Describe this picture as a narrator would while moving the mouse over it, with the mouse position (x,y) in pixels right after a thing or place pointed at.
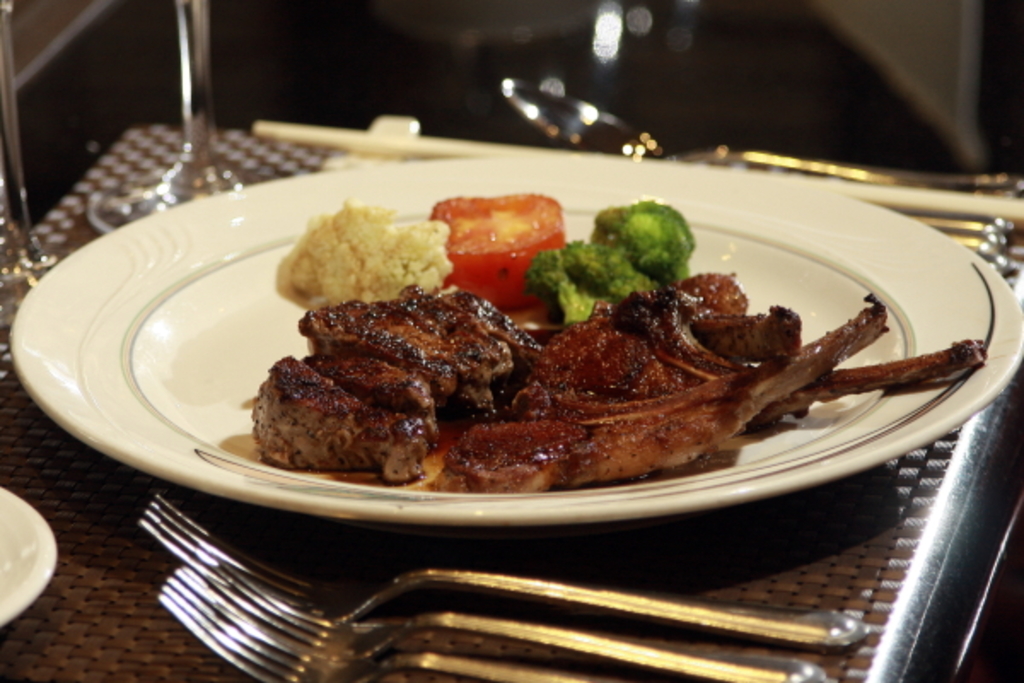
In the image we can see there is a plate (214,455) kept on the table (253,517) and there is a meat (579,378) on it. There are forks (557,597) kept on the table (539,623).
